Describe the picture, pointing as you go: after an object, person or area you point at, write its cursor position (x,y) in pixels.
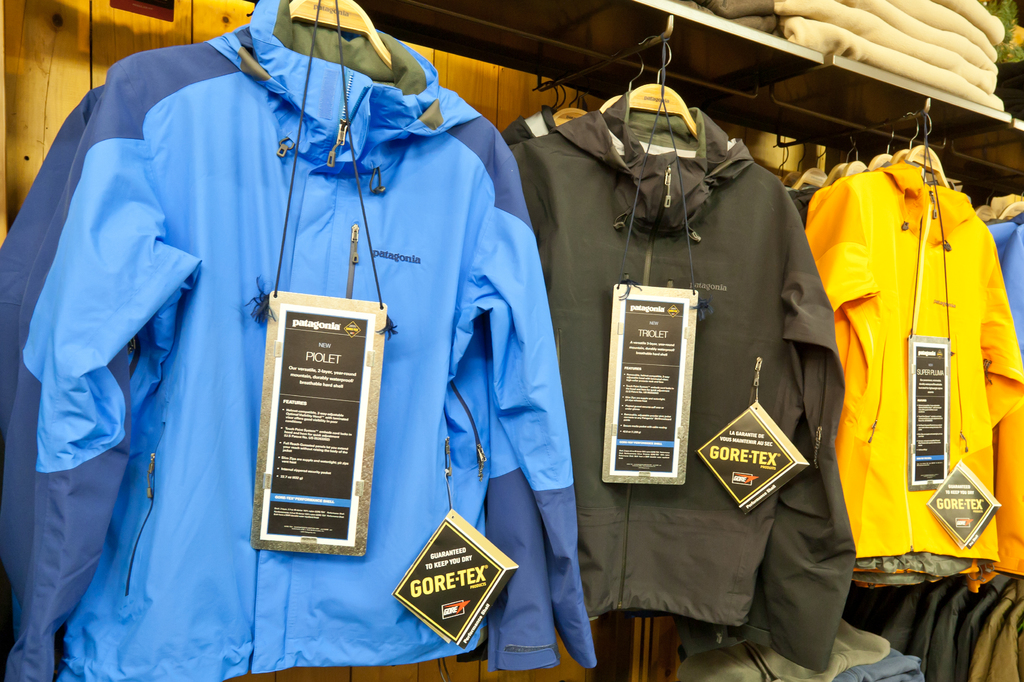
In this image we can see so many jackets (736,284) and tags (738,429) are hanged. There are towels (931,38) arranged in a shelf (898,88) in the right top of the image (898,36). In the background (478,77), we can see wooden wall (514,82).
